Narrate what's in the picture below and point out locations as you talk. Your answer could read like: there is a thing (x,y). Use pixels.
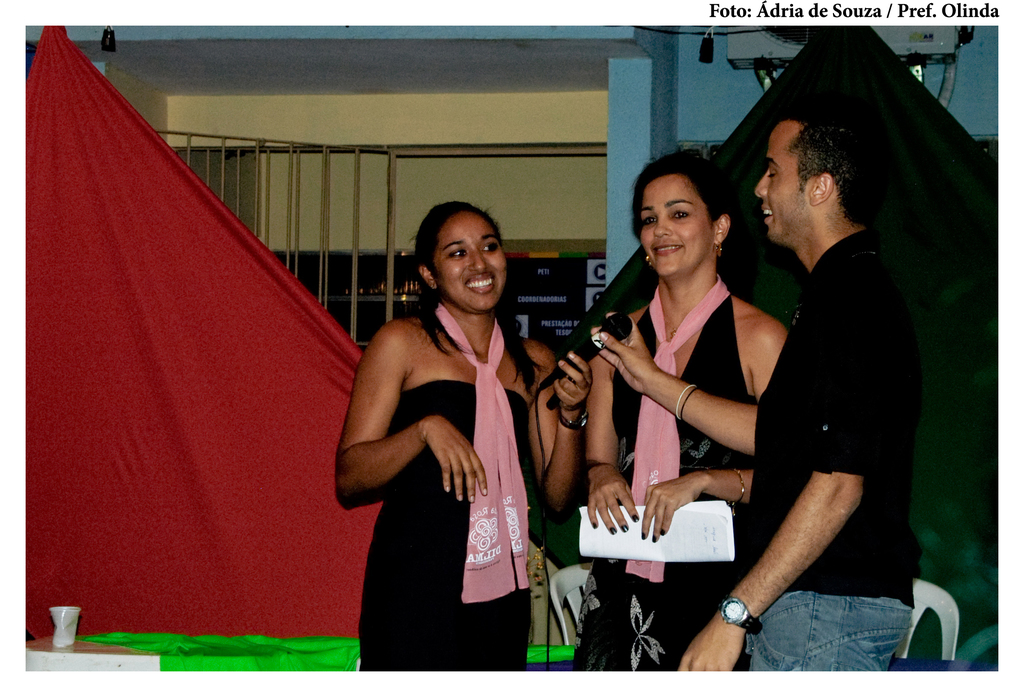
In this image I can see a man (801,327) and two women (484,576) are standing. I can see all of them are wearing black dress (909,441) and I can see two of them are holding a mic (623,319). I can see she is holding a paper (608,538) and I can see smile on their faces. In the background (226,251) I can see red and black colour clothes (760,154), a glass (52,615), a green colour cloth (145,647) and few chairs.
